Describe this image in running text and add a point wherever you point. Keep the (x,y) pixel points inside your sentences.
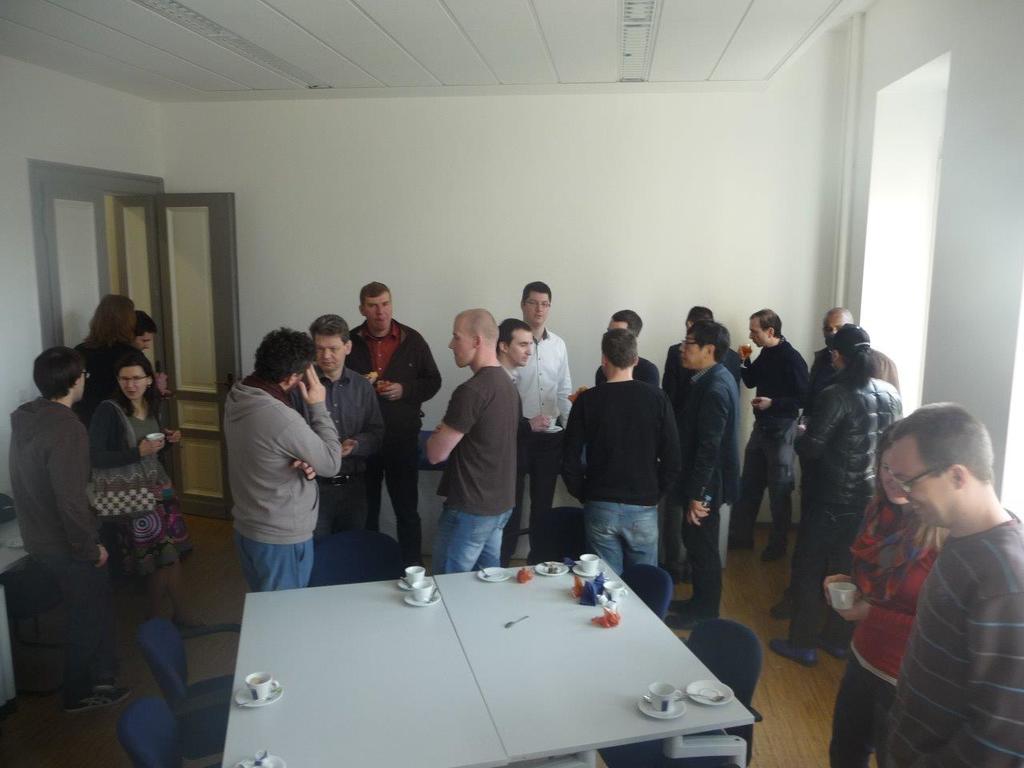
In this picture we can see a group of people (549,491) standing and talking to each other holding cups (844,603) in their hands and in between them there are chairs (157,650) and table (523,742) on table (548,576) we can see cups (655,699), saucer (690,689), papers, spoon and in background (297,280) we can see door (178,262), wall (514,218), window (911,130).
